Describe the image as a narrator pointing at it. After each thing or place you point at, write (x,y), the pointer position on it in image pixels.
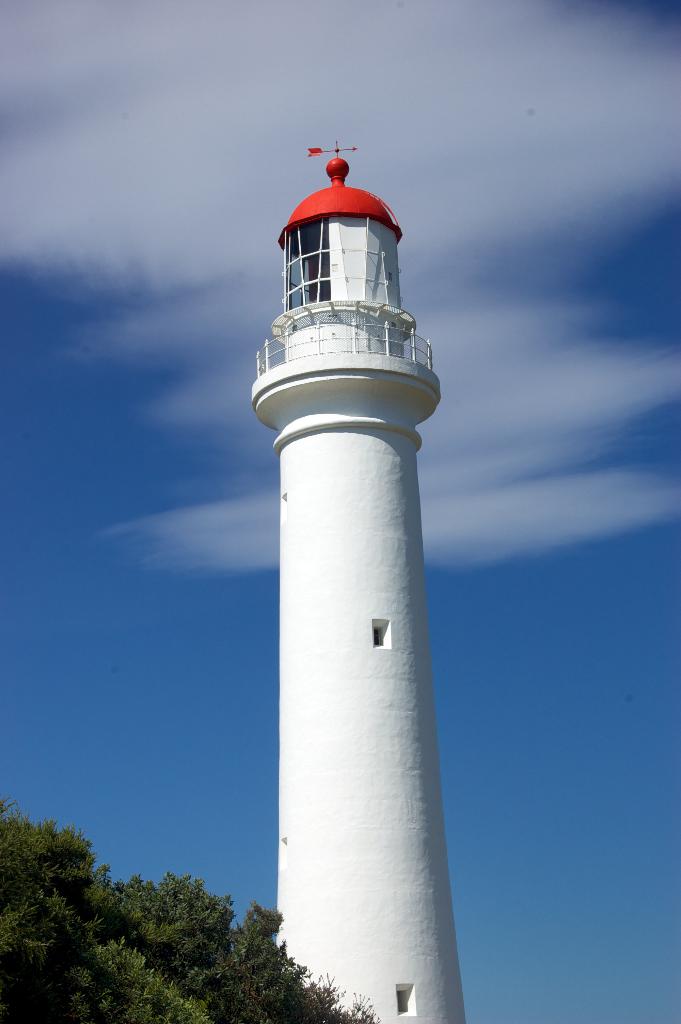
In this picture we can observe a white color tower (356,591) and a red color dome (333,208) on which we can observe a wind vane (351,150). There are trees (127,926) in this picture. In the background (148,534) there is a sky (99,537) with some clouds (158,247).
